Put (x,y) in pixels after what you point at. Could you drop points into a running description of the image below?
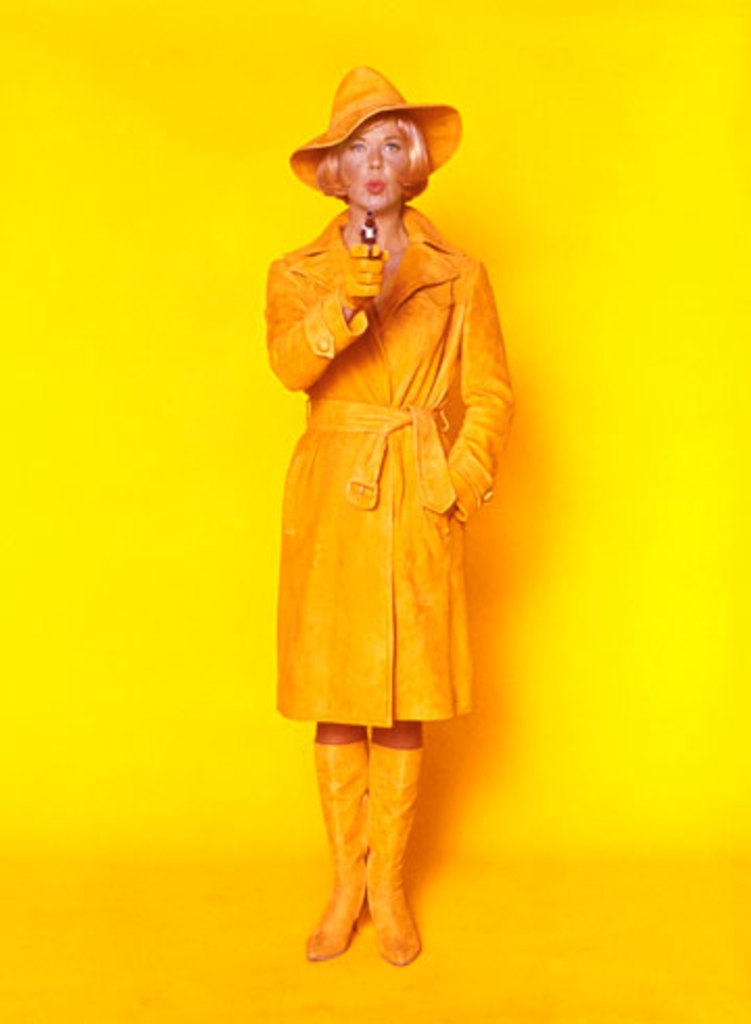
In this image there is a woman (491,478) wearing a hat (373,103). She is holding a gun (371,254) in her hand (371,254). She is standing on the floor (536,923). Background (142,732) there is a wall (436,819).
